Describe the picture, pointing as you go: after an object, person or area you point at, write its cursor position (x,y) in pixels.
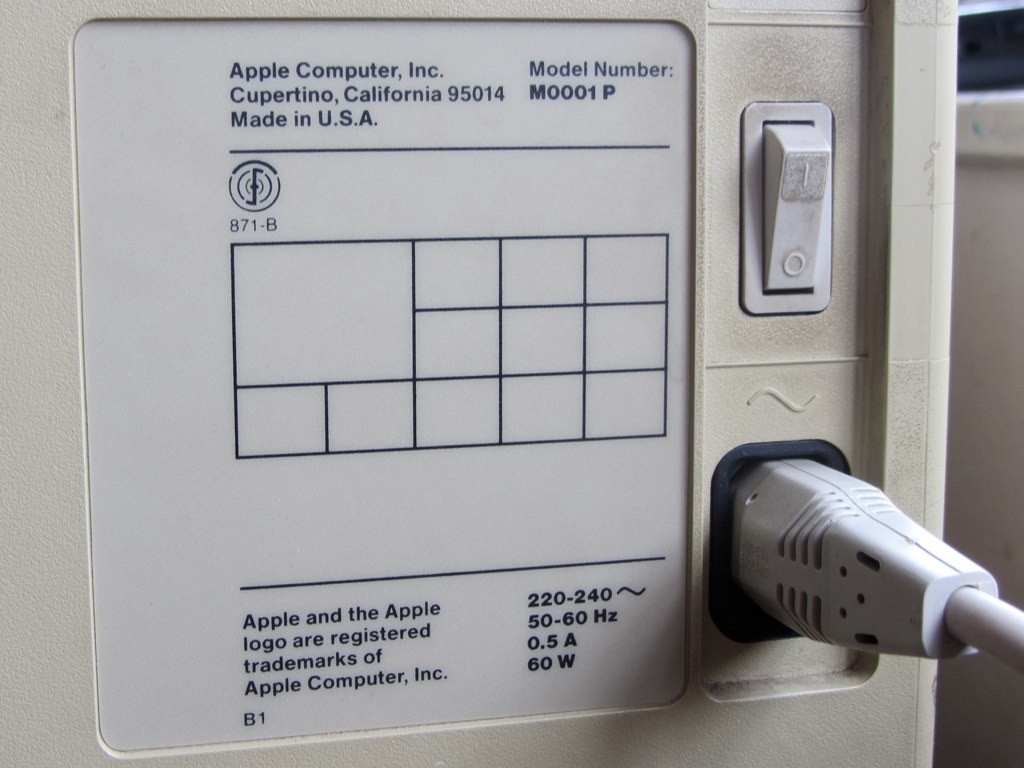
In this image there is a machine (697,297) having a plug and a switch (795,205). There is a board (272,468) attached to the machine (701,230). There is some text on the board (317,585).
